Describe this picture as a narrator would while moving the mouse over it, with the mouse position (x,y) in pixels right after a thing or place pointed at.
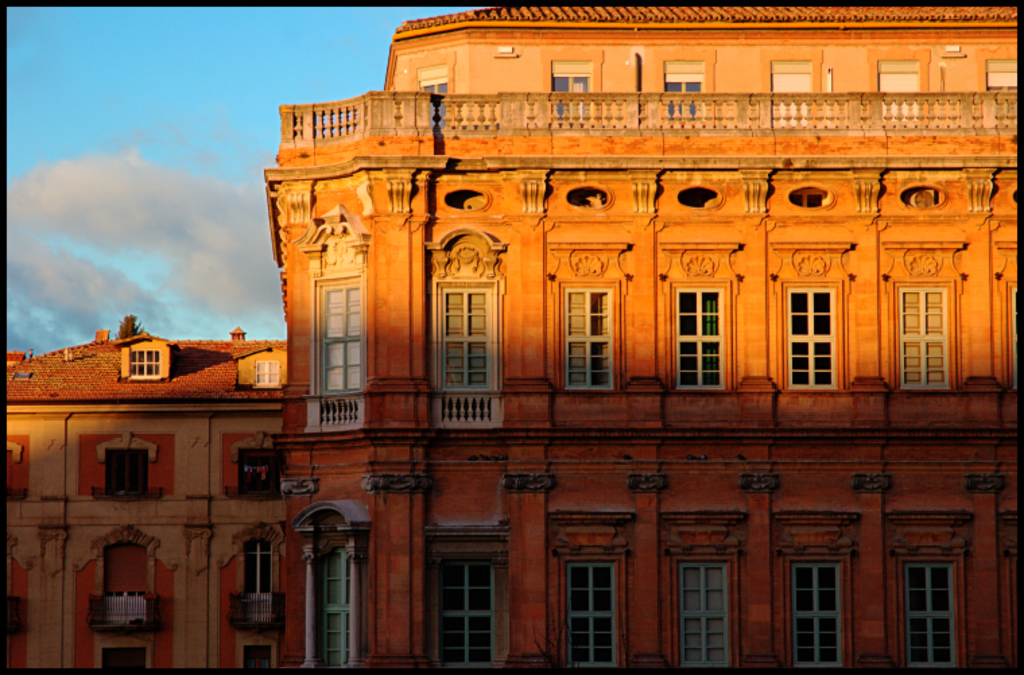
In this image in the center (433,434) there are buildings (352,474) and the sky (115,224) is cloudy.
